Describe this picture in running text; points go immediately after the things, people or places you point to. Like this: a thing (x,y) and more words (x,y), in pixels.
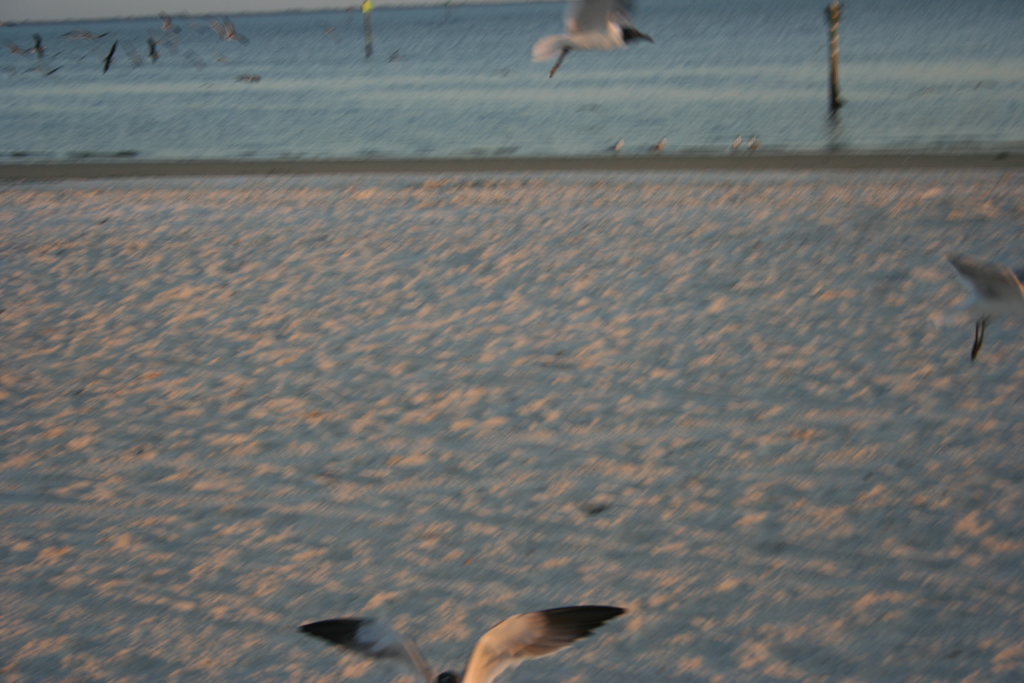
In this image we can see the birds (552,54) flying. In the background (395,447) we can see the sand (465,267) and also water (461,90).
